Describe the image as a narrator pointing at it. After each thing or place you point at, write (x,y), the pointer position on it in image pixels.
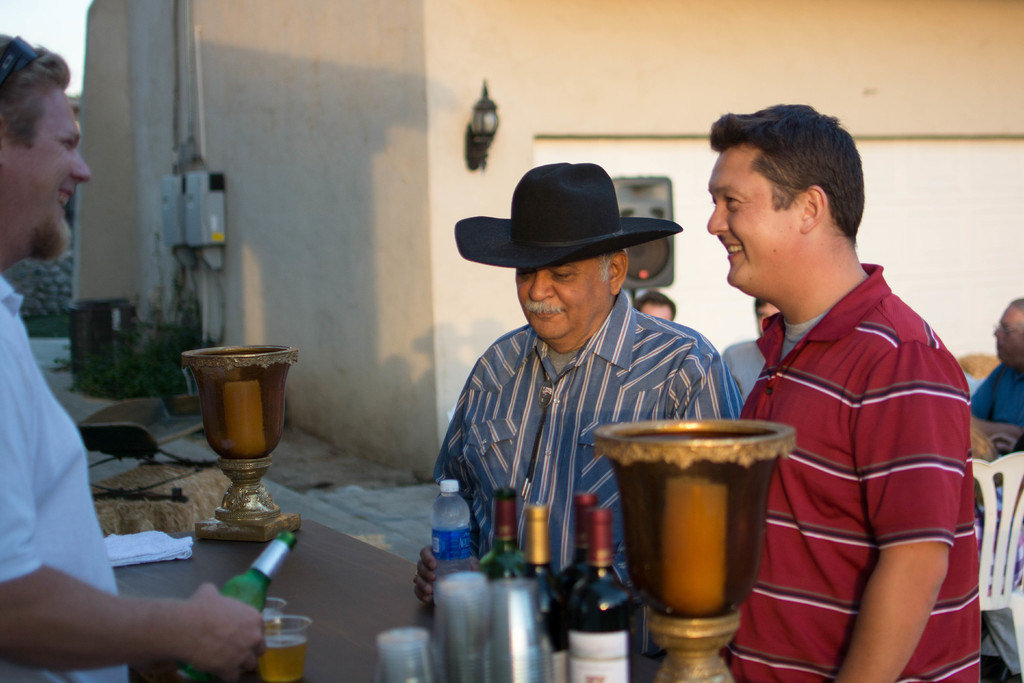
In this picture we can see three people (880,328) holding some bottles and standing in front of the table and on the table (320,551) we have some bottles (488,575) and some glasses (467,614).
